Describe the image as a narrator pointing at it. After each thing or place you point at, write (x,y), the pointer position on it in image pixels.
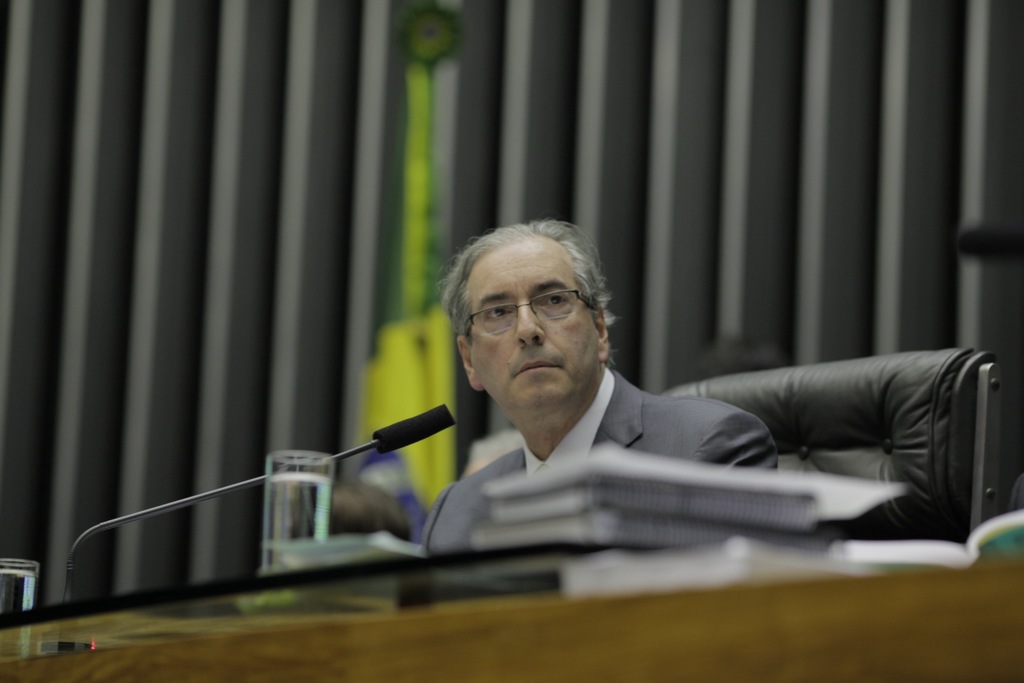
In this image I can see a man (530,378) is sitting on a chair (932,446). I can also see a mic (432,412) and few glasses (287,511).
